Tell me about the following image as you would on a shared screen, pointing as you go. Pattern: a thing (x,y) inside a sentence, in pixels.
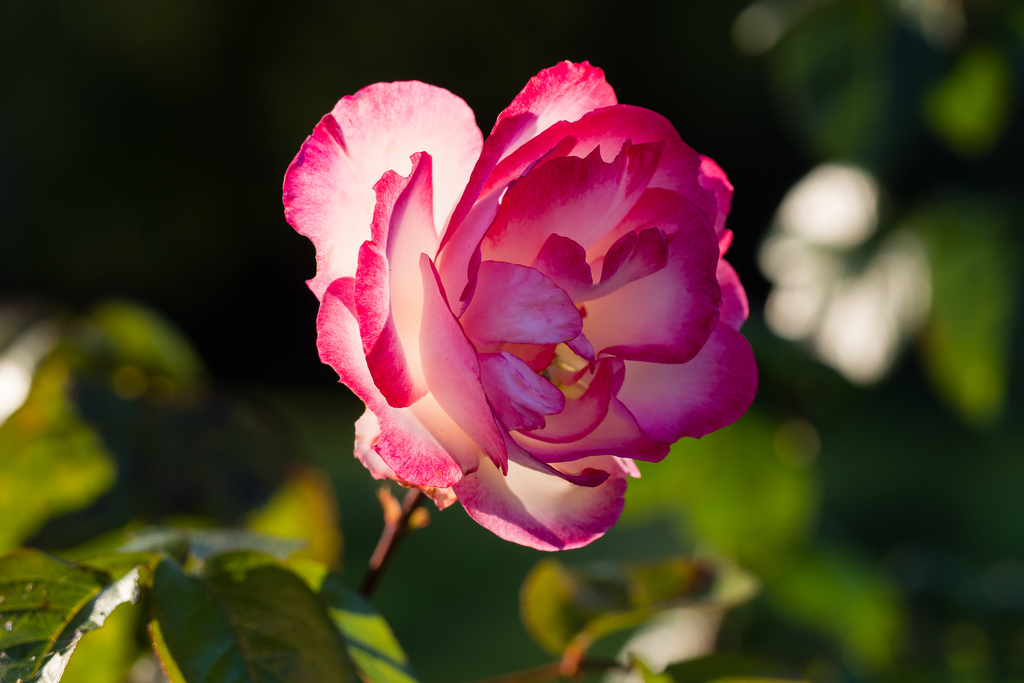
In this picture we can see a flower (520,269) and some leaves (376,607) in the front (253,597), there is a blurry background (161,146).
